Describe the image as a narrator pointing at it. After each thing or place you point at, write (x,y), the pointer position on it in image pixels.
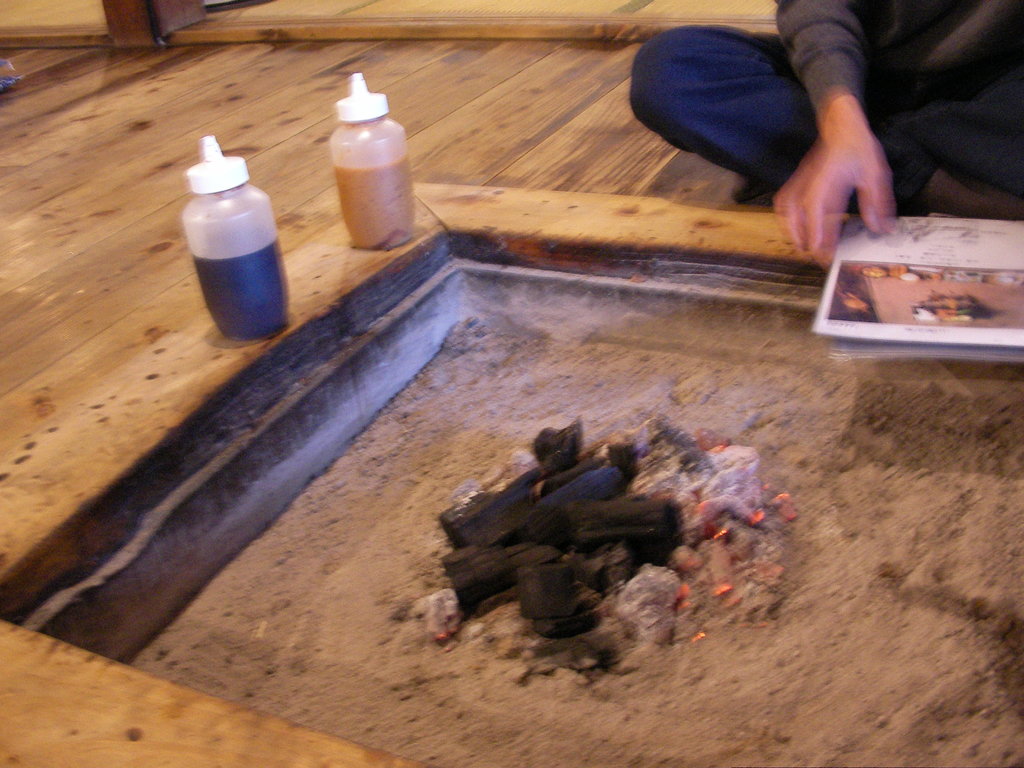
In this image I see a person (768,156) who is sitting on the floor (732,239) and holding a book (845,249). I can also see there are 2 bottles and some mud (519,307) over here.
